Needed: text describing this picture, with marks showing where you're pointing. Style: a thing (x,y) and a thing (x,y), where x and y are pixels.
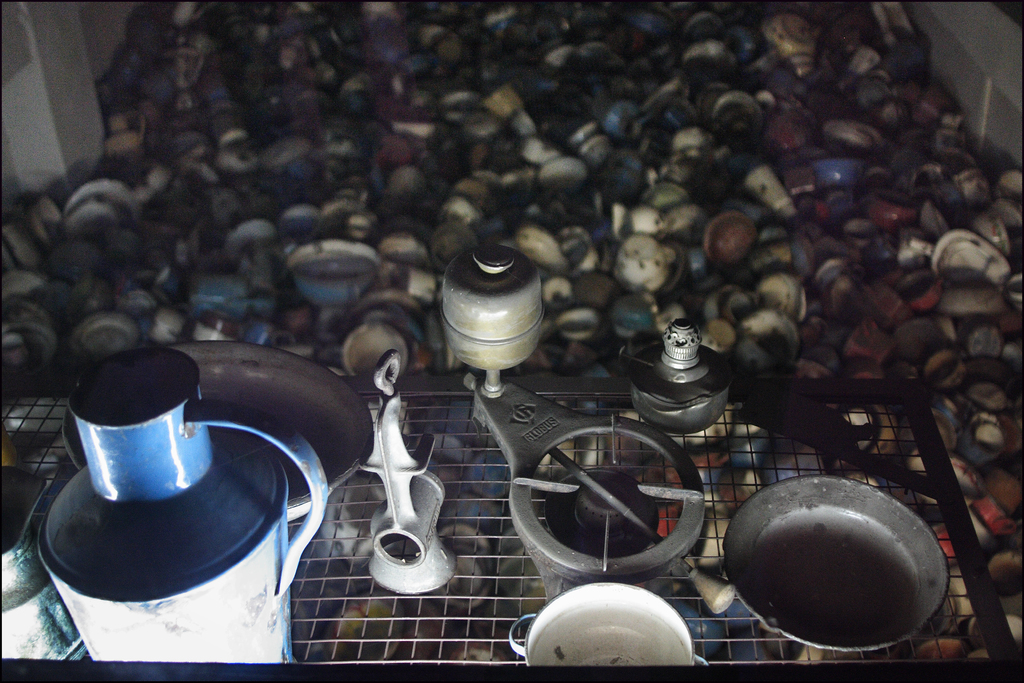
In the image we can see some products (978,458) and cups (550,198).
